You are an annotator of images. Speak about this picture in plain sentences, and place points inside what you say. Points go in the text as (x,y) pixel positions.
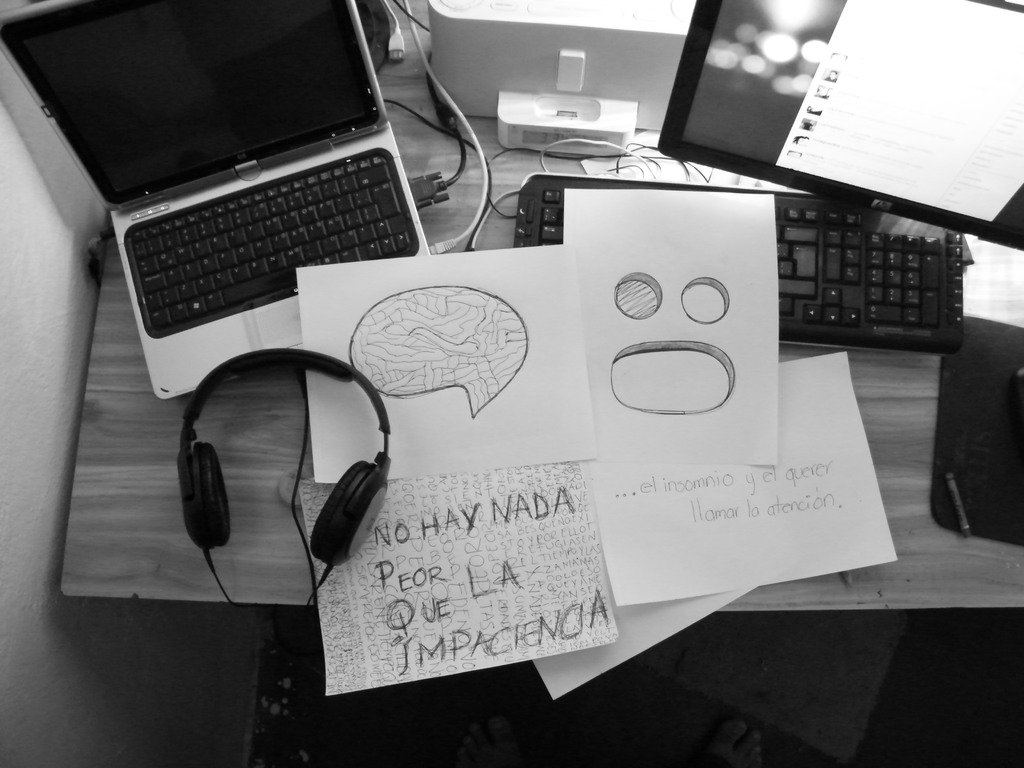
In this image I can see a laptop (325,263), a keyboard (955,298), a monitor (996,202), few papers (574,389) and headphone (180,484) on this table (150,542).
